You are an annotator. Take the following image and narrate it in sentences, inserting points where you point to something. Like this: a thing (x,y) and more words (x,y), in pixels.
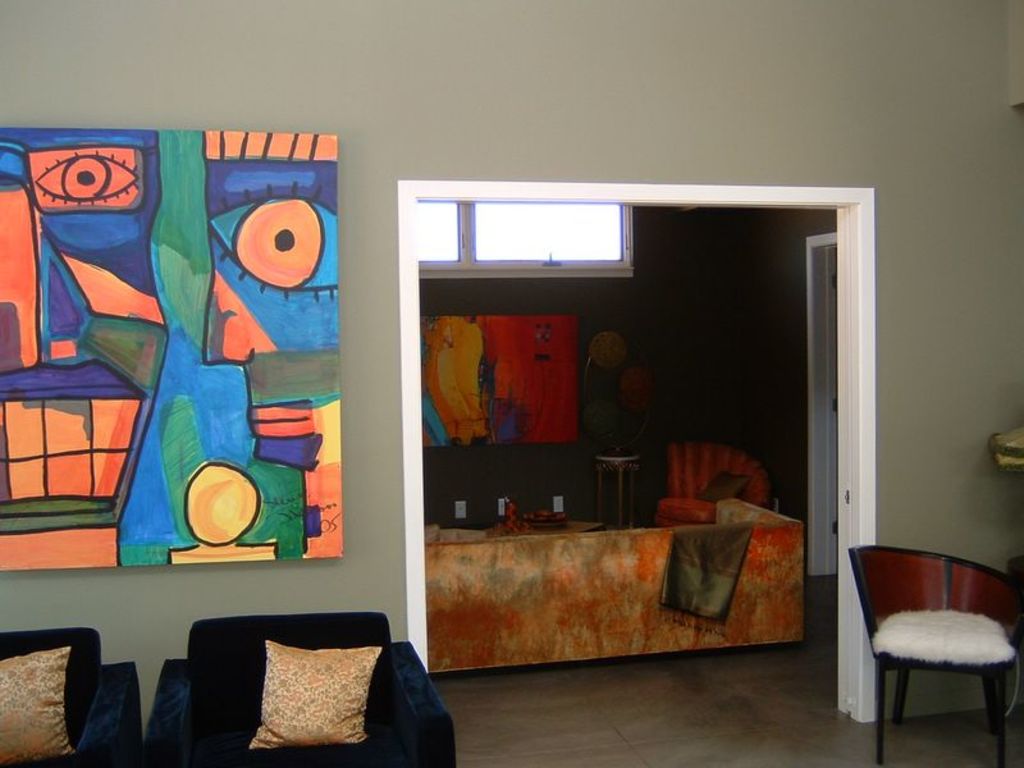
In this image I can see a room (317,574) with couch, chair (889,605) and the board (243,291) attached to the wall (557,95).
